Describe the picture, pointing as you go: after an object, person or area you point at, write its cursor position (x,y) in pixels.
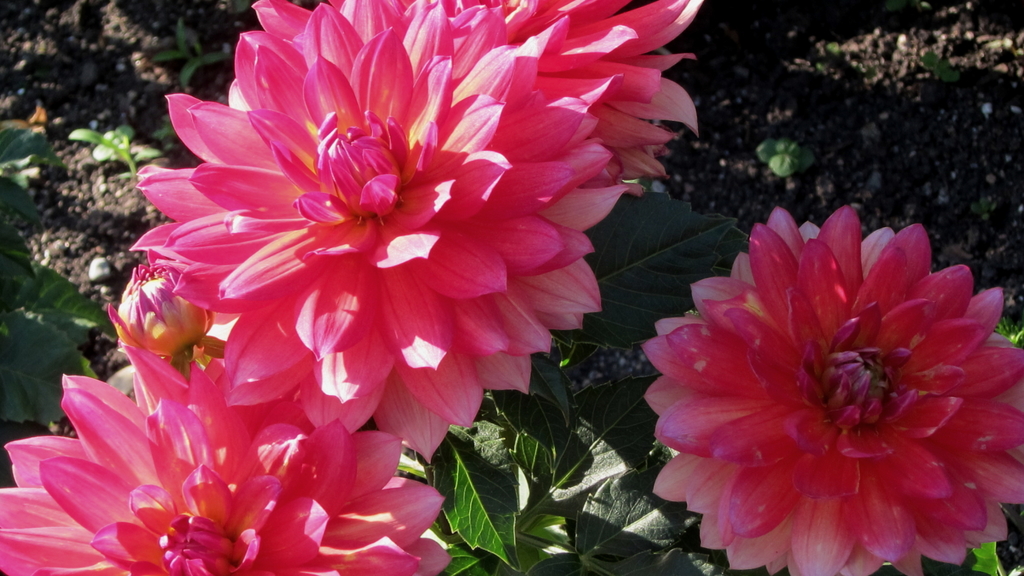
In this picture there are few flowers (749,385) which are in pink color and there are few leaves (584,436) below it.
